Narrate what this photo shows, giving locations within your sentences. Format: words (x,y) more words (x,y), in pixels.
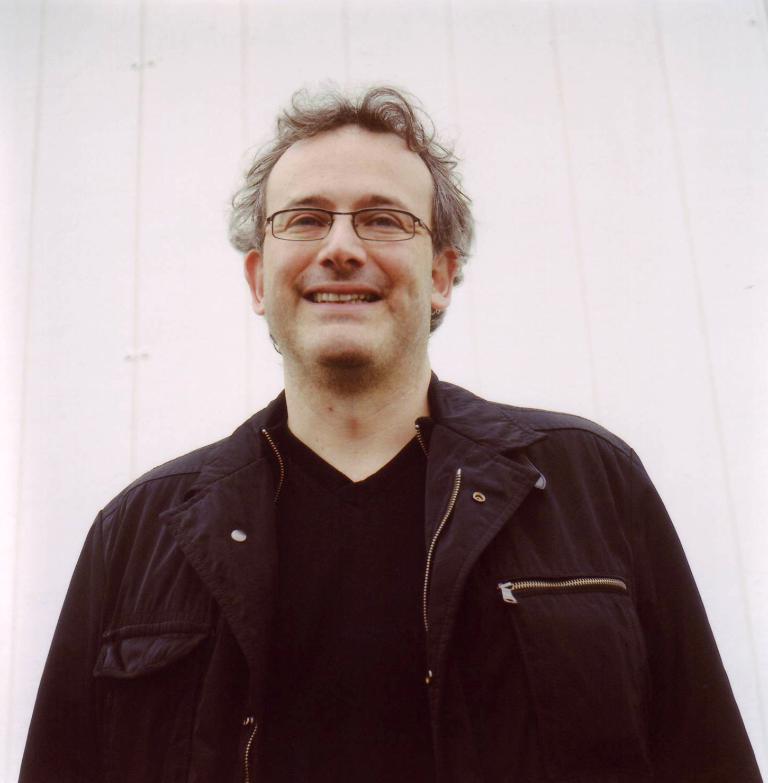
In this picture I can see a person (323,445) wearing spectacles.
